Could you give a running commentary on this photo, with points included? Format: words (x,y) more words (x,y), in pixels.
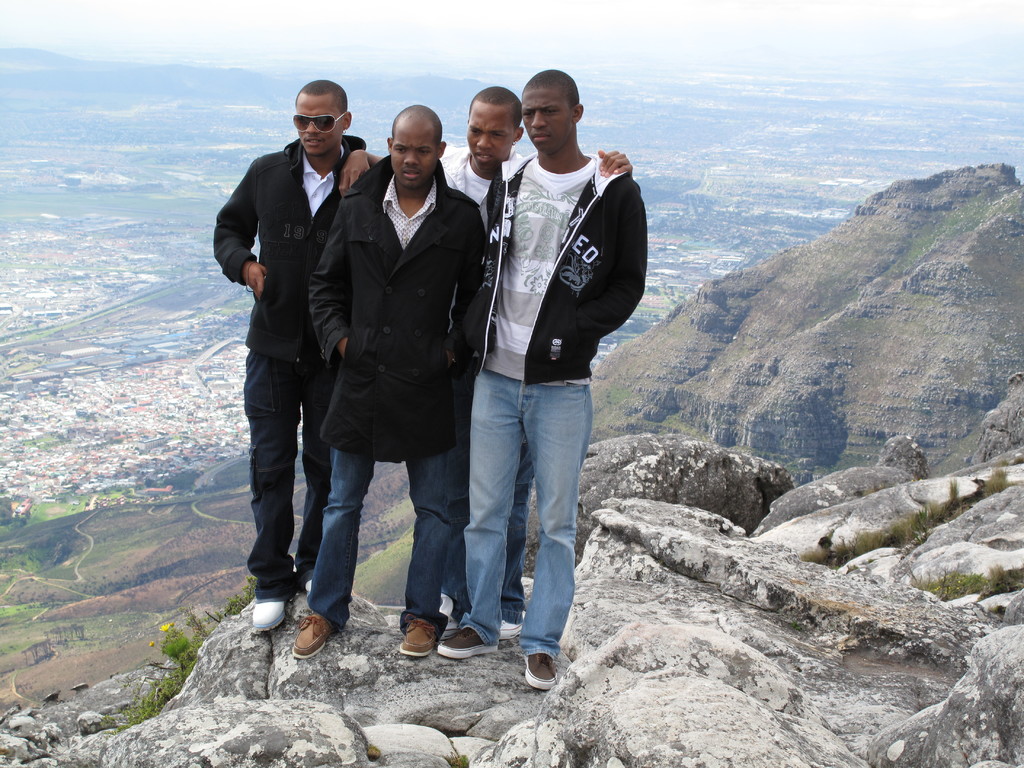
In this image I can see four men (386,312) are standing among them this man (303,313) is wearing shades (305,129). In the background (111,297) I can see buildings (669,283), mountains (682,314) and the sky (608,8).
